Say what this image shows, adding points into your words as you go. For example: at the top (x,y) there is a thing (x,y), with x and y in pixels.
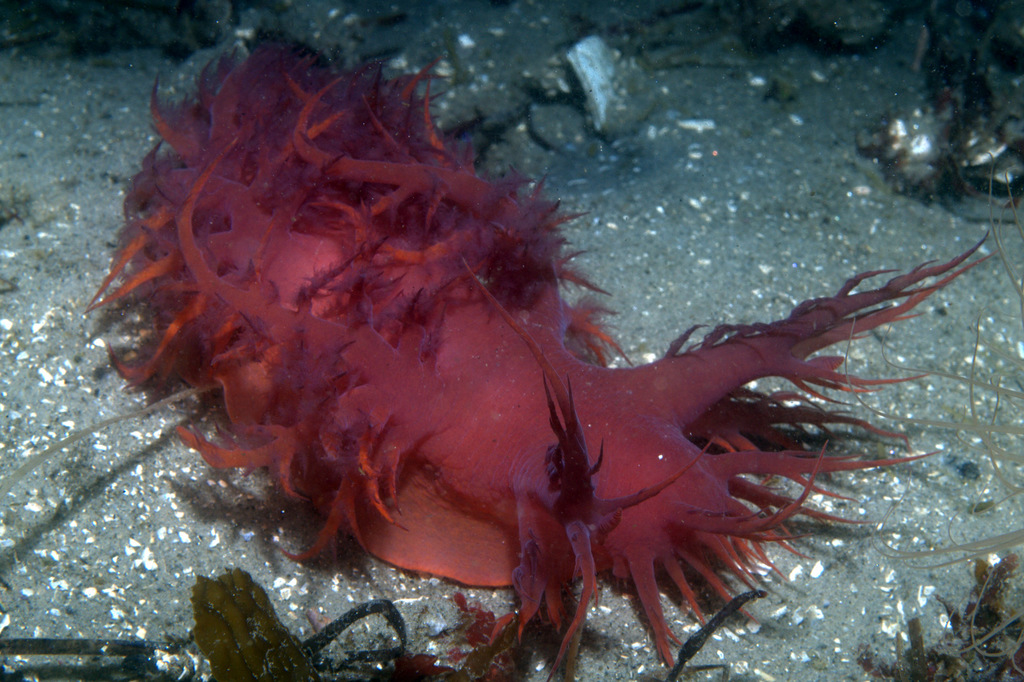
In this picture we can see a sea slug (389,362), this is the picture of underwater environment (730,100).
